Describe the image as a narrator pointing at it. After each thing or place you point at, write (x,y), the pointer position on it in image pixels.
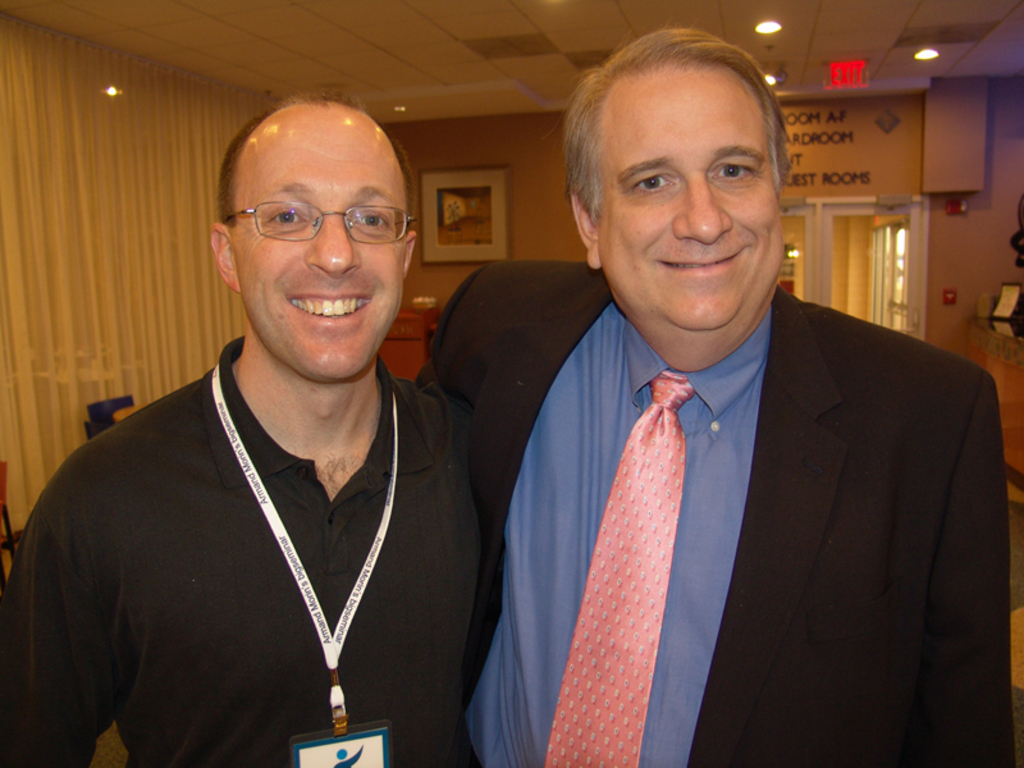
In this image we can see two men (795,356). And we can see one man (359,162) wearing spectacles (287,227) and identity card (395,410). And one man (719,454) wearing tie (619,625). And we can see curtains (133,252). And we can see the ceiling (942,36). And we can see the lights (758,30). And behind them we can some object (490,183) on the wall (514,191). And in the top right corner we can see some object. And we can see the door (844,285). And we can see the text (827,139) written on board (894,144) above the door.
